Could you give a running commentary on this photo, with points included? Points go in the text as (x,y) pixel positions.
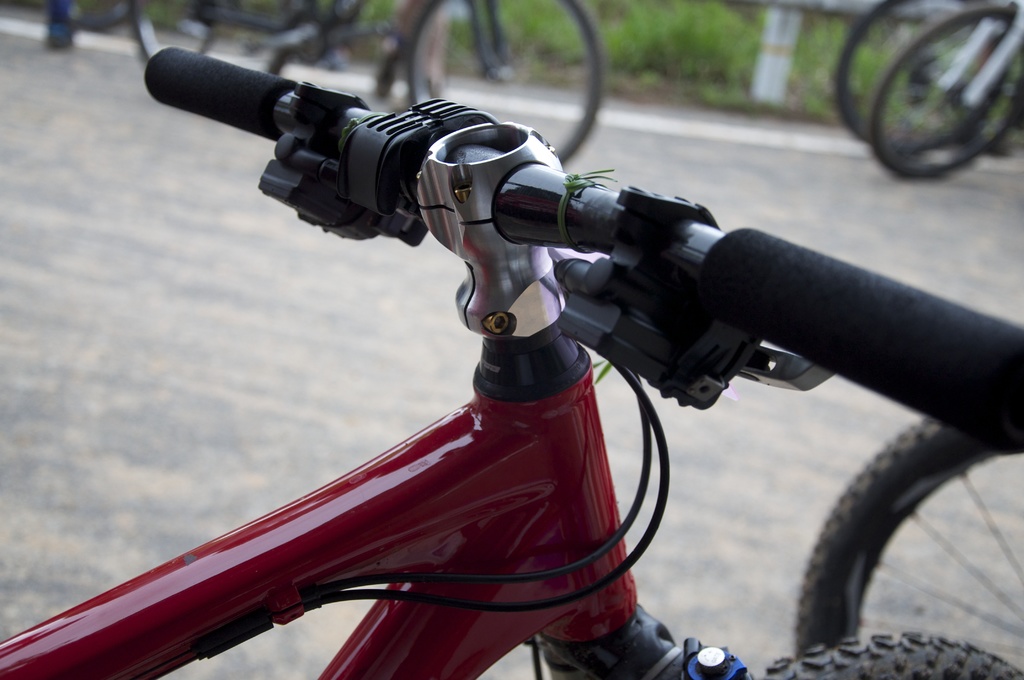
In this image I can see few bicycles (628,247). In front (493,501) the bicycle (628,247) is in red and black color. In the background (825,23) I can see few plants (615,43) in green color.
